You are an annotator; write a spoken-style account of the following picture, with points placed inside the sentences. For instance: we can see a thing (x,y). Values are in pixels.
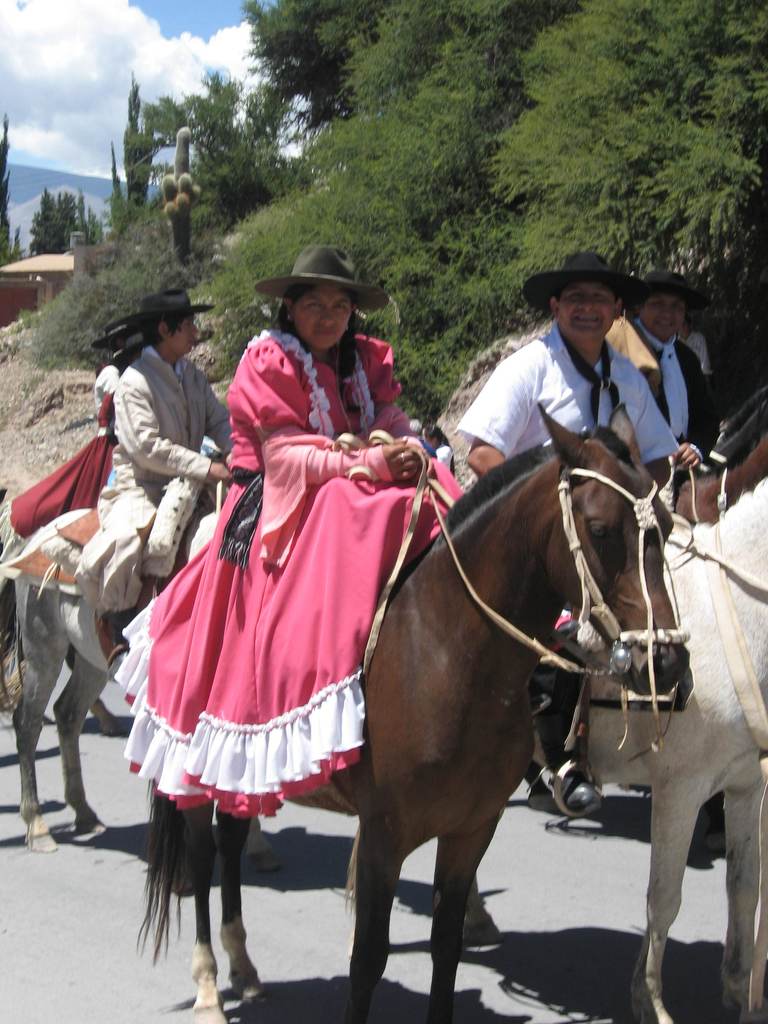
This is an image clicked outside. In this I can see few people (274,433) are sitting on the horses (560,439) and wearing black color caps (173,313) on their heads (587,283). In the background (498,116) I can see some trees (499,30). On the top left of the image (115,29) I can see the sky (137,62) in blue color and clouds (125,38) in white color and also there is a house (21,296).
